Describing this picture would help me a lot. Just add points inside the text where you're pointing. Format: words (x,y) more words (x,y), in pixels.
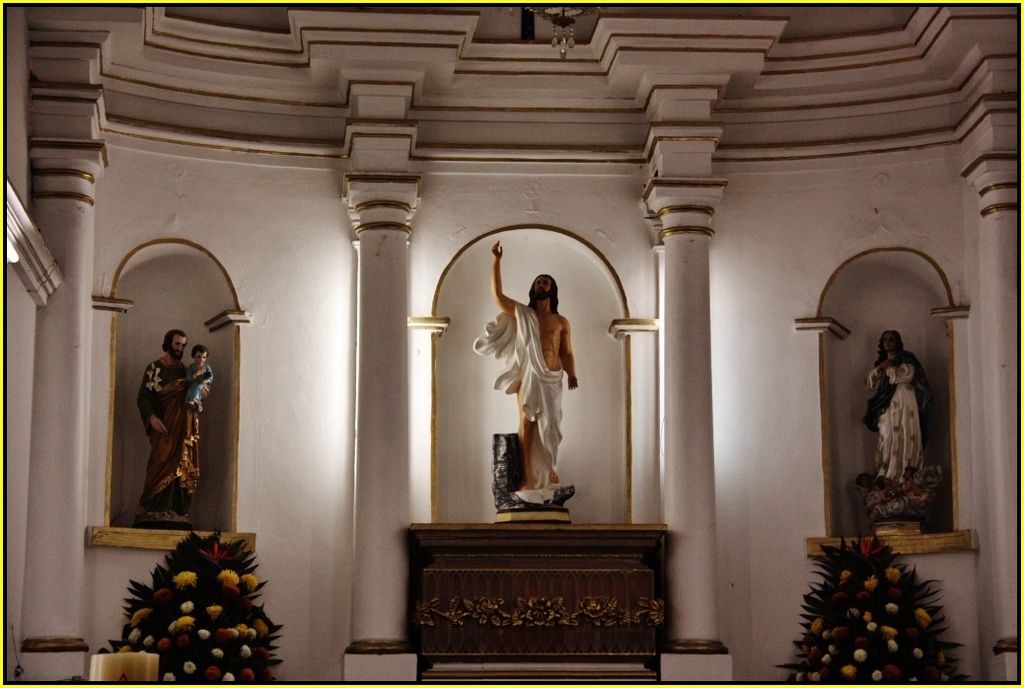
In this image in the front (228,569) there are plants (837,570) and in the center (376,394) there are pillars (1013,594) and in the background (190,439) there are statues (898,427) and there is a wall (251,255) which is white in colour.
